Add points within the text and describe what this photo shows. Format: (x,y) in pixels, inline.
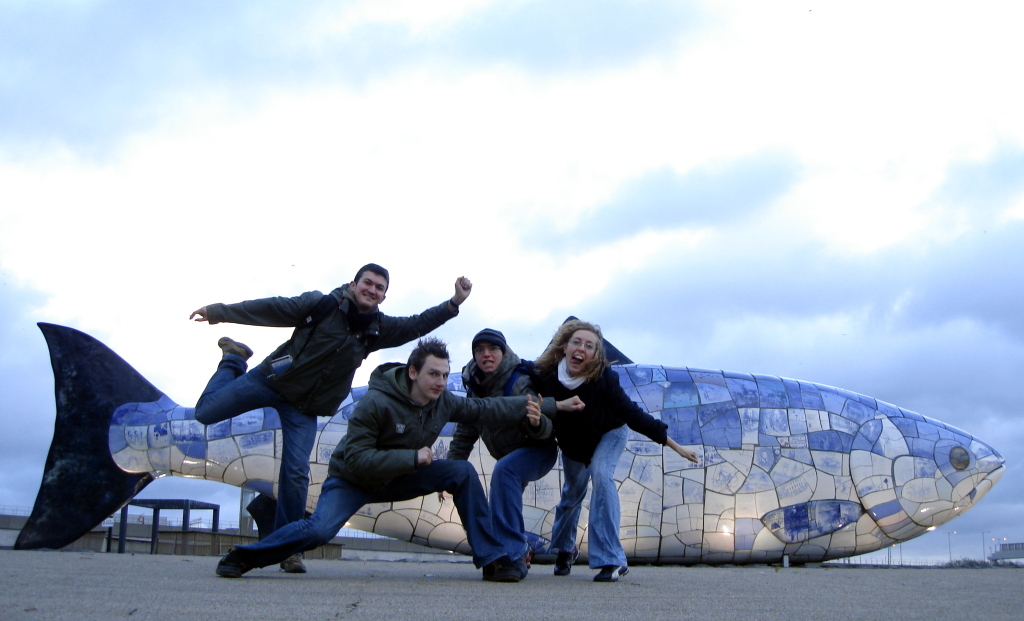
In the foreground of the picture (387,404) there are group people (393,438). In the middle of the picture (460,387) there is a fish shaped building (793,445). In the background (985,563) there are buildings (1002,554), lights (983,550) and other objects (958,561). At the top (264,94) it is sky (355,126).
